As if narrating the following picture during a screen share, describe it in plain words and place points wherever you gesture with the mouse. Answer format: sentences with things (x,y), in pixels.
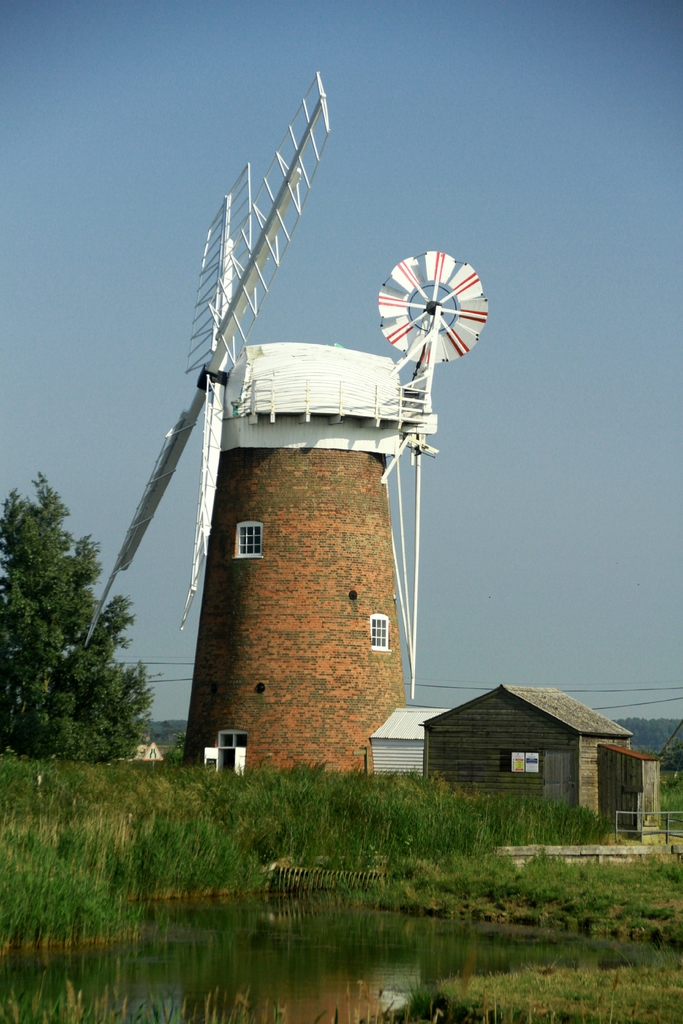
In the center of the image (304,590) we can see a windmill (267,680) and there are sheds (398,750). At the bottom (150,964) there is water (208,936) and grass (222,882). In the background (183,653) there are trees (131,677), wires (186,680) and sky (559,322).
